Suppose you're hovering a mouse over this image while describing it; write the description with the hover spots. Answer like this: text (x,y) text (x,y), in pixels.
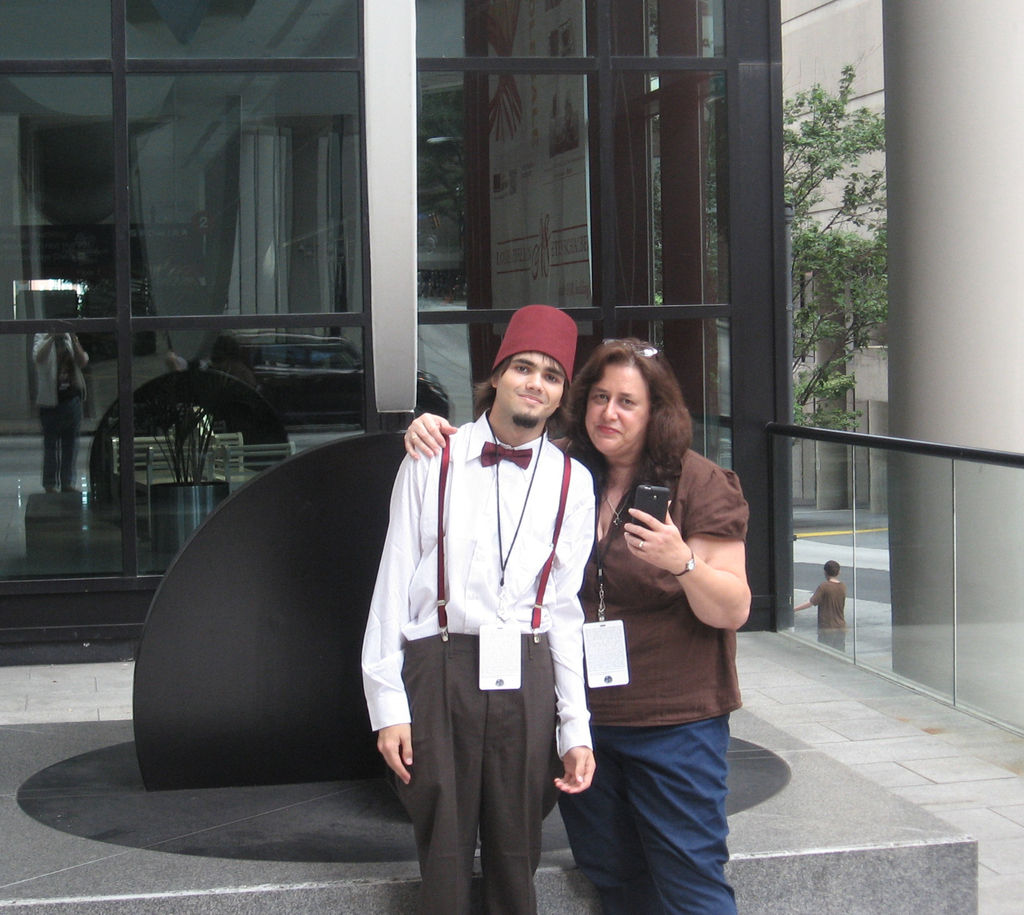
In this image in the foreground (628,553) there are two persons (591,570) who are standing, and one person (632,495) is holding a mobile (656,490). And in the background (310,313) there is a building (301,350), and on the right side (831,612) there are some trees (838,411) and one person (842,605) is standing. At the bottom (151,812) there is a walkway (963,808).
